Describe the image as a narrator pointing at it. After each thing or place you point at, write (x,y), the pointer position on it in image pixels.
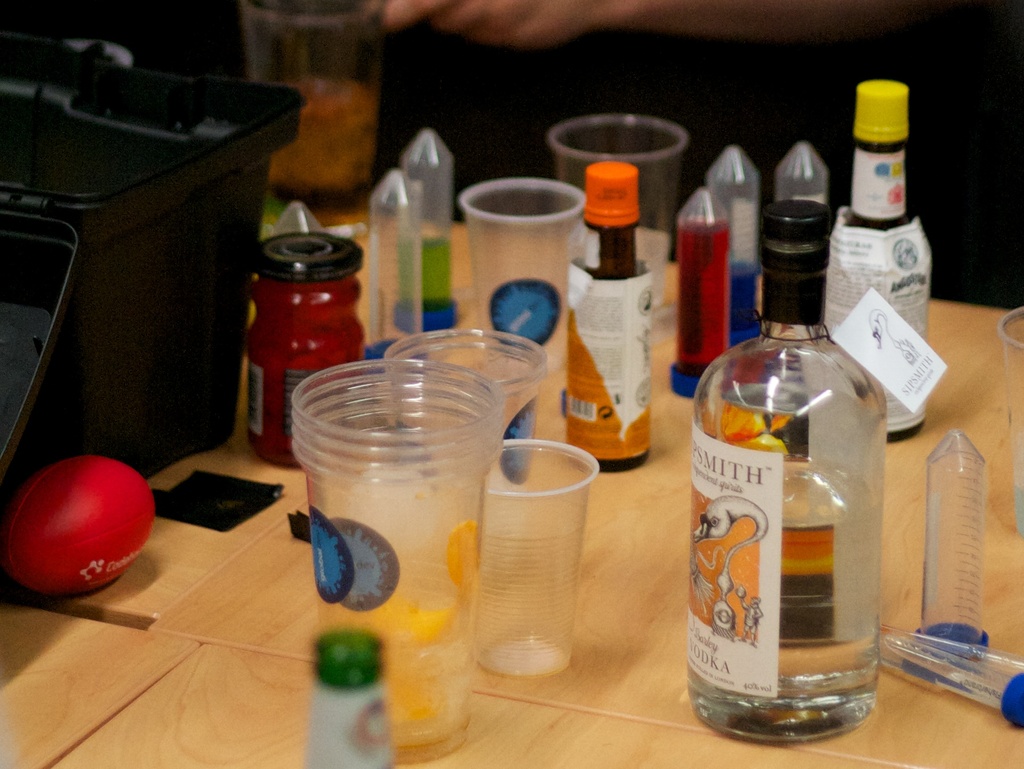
This image contains a table (200,642) on which glass (441,472), alcohol bottle (715,464), wine bottle (568,317) and jam bottle (338,336) are placed on it. We even see red ball (72,513) and black box (170,413) are also placed on the table (215,566).
